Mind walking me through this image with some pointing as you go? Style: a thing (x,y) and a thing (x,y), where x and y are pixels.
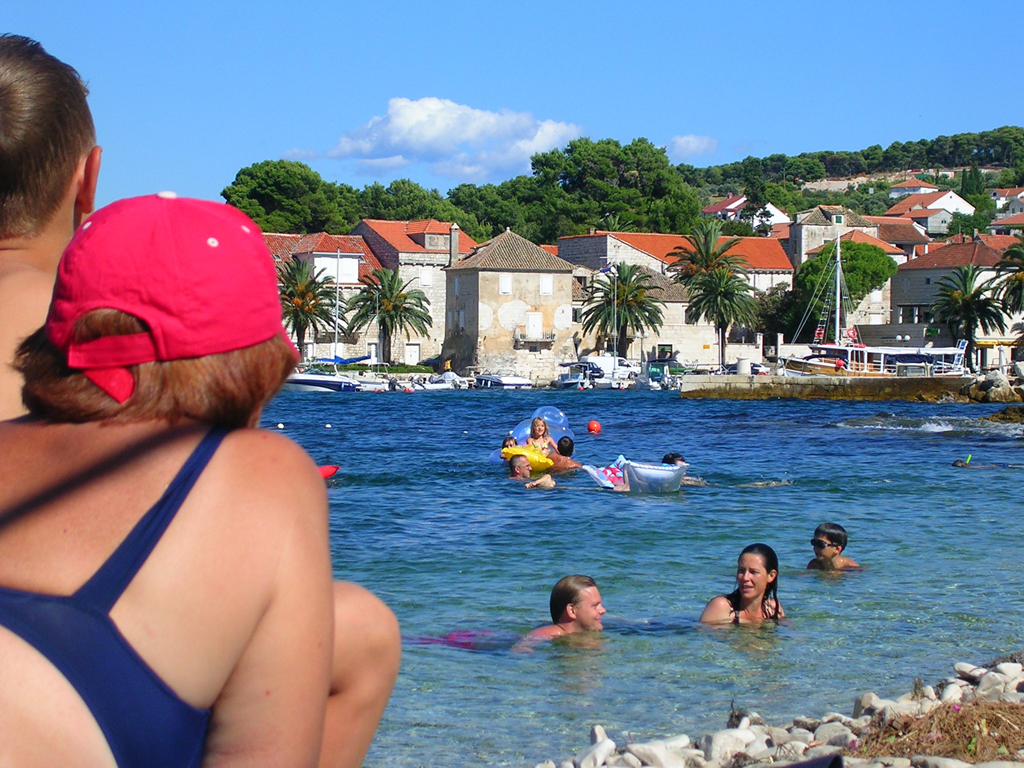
In this picture we can see some people (543,422) in the water (600,538) and some objects (554,434) floating on the water (582,506). On the left side of the image (169,691), there are two other persons (98,501). Behind the people (192,394), there are boats (859,352), buildings (920,275), trees (812,199) and the sky (660,33).
